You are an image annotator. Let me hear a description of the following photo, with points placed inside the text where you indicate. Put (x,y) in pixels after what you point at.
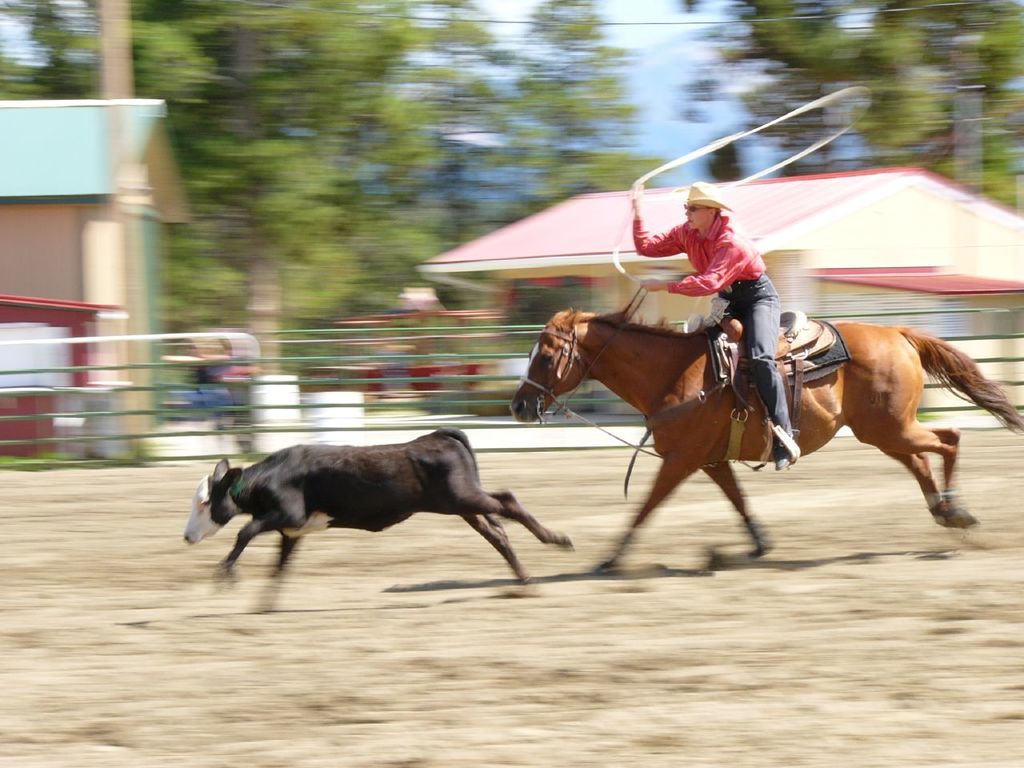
In this image we can see an animal (332,475) running. Also there is a person (700,289) wearing hat (705,205) and goggles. He is riding on a horse (682,438). He is holding something in the hand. In the back (234,375) it is looking blur. And there is a fencing (324,360). Also there are buildings (77,278) and trees (489,93).
